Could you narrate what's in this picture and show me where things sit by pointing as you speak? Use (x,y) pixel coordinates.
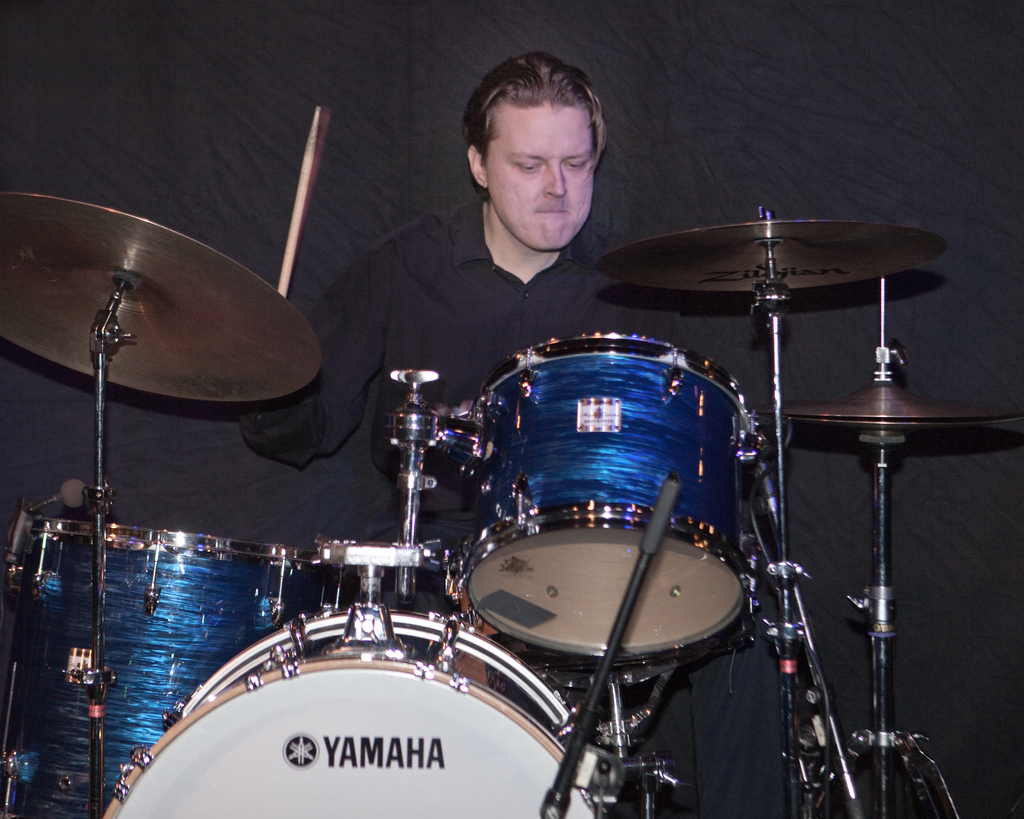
In this image, I can see the man (465,270) holding a drumstick (293,236). I think he is playing the drums (550,574). These are the drums (550,574). This looks like a hi-hat instrument (874,415). The background (749,168) looks black in color.
